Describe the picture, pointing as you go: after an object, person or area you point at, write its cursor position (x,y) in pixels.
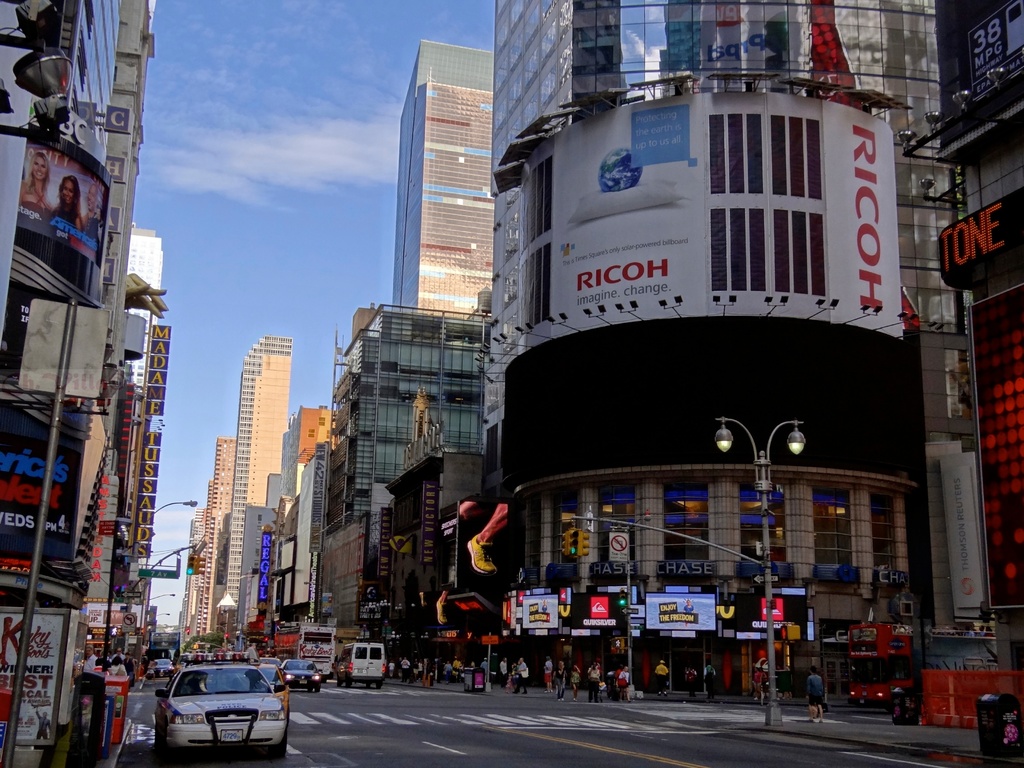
In the center of the image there are cars (377,672) on the road (307,713). There are people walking on the road (708,713). On both right and left side of the image (59,286) there are buildings (213,528), dustbins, street lights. In the background of the image (289,215) there is sky (302,131).
